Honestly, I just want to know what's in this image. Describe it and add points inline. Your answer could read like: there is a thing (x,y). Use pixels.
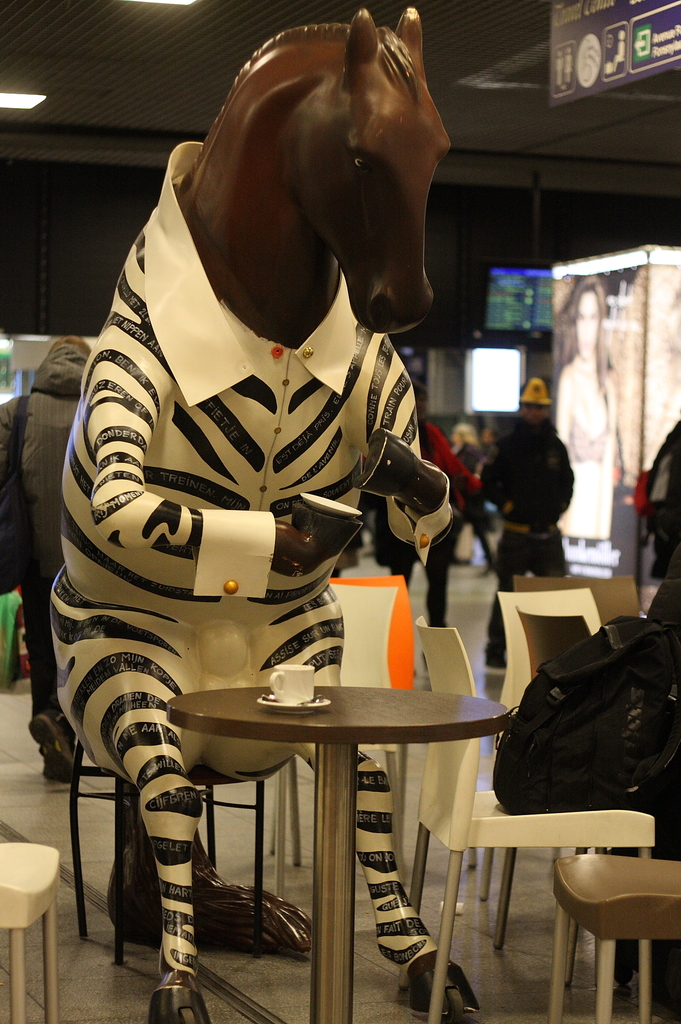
In this image I can see a toy (196,910) which is in white and brown color and I can also see a cup (289,693) on the table (329,735). Background (561,566) I can see few other persons (433,444) standing, and the wall (123,258) is in black color.
